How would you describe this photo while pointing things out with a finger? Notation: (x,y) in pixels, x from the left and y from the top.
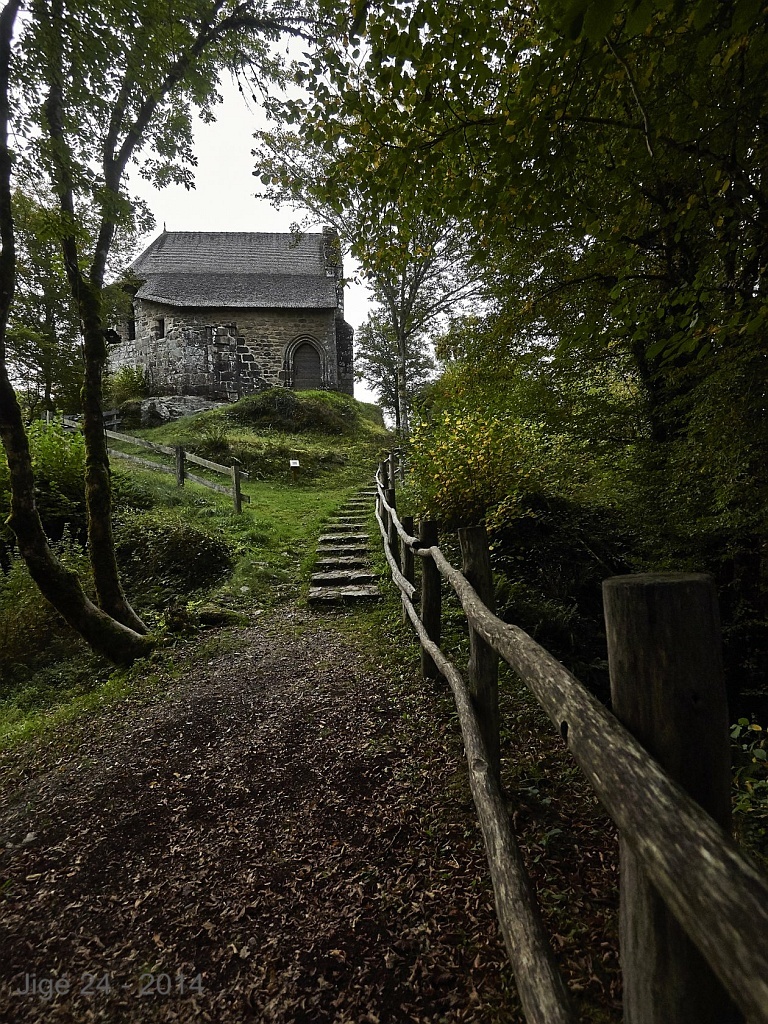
In this image we can see a house (138,328) with a roof (203,292) and a door (307,378). We can also see some grass (240,404), the staircase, a wooden fence (624,775), a group of trees (532,456) and the sky (239,223) which looks cloudy.
